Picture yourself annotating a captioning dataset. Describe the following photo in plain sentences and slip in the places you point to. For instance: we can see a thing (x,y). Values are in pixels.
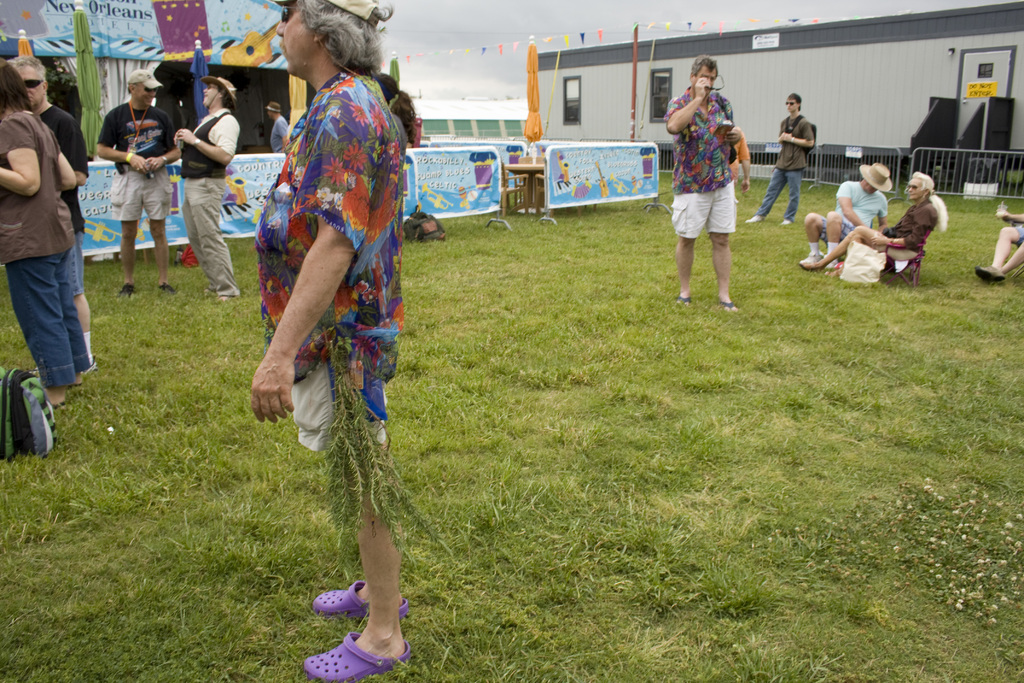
In this image there are a group of people (75,301) some of them are standing, and some of them are sitting. At the bottom (700,509) there is grass (709,499) and in the background (68,12) there are buildings (1007,91), posters (618,147), flags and some other objects (539,107).
